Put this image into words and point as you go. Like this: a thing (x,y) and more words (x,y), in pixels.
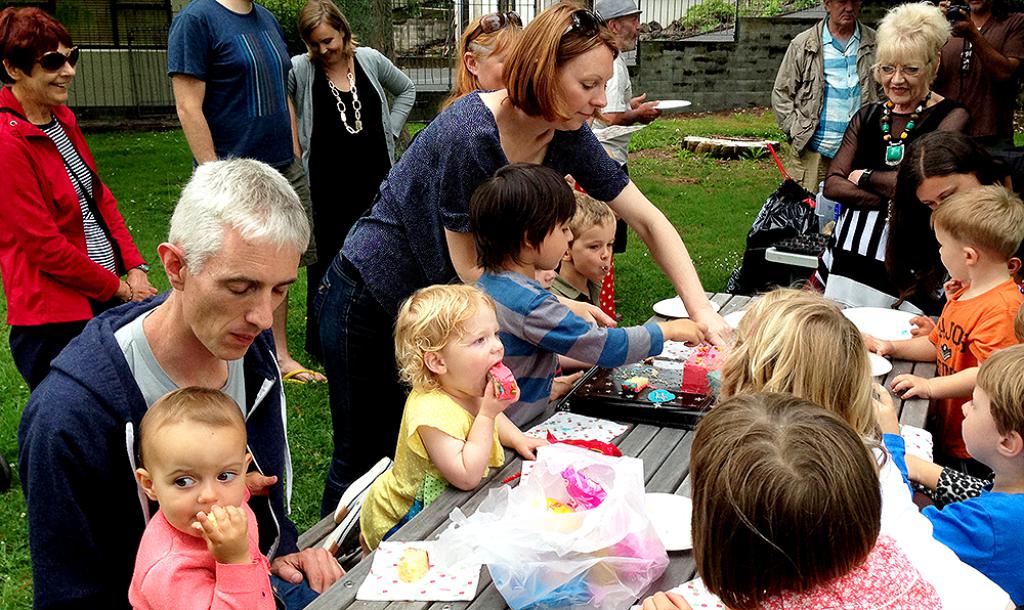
In this image we can see few people (404,320) on the garden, some of them are eating cake (657,364), there is a table (657,465), on that table (680,456), we can see some papers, covers (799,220), and a cake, we can also see a person (626,101) holding a plate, and a person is taking pictures, there are some bushes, fence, and a jug (828,212).
